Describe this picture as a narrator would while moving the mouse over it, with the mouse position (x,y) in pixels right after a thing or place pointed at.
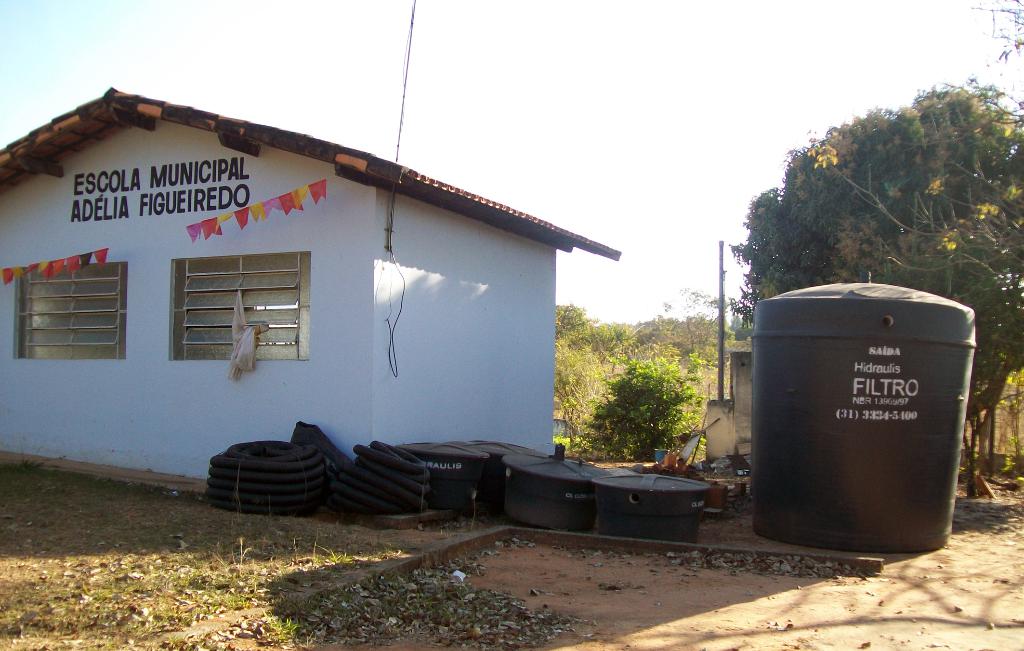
In this image we can see a house (122,119), tank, trees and other objects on the ground (494,519), in the background (12,60) we can see the sky (12,58).
